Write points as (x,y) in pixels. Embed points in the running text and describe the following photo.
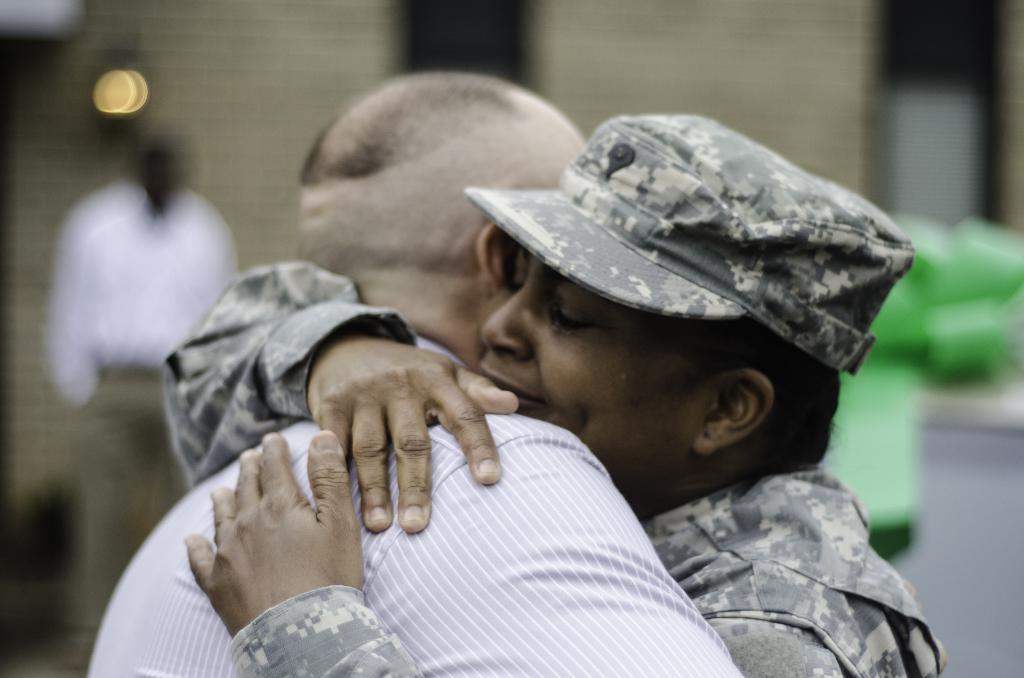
In this image in the front (575,399) there are persons (549,400) hugging each other and the background (354,44) seems to be blurry and there is a person (112,292) standing in the background (105,305) and there is an object (961,342) which is green in colour.
